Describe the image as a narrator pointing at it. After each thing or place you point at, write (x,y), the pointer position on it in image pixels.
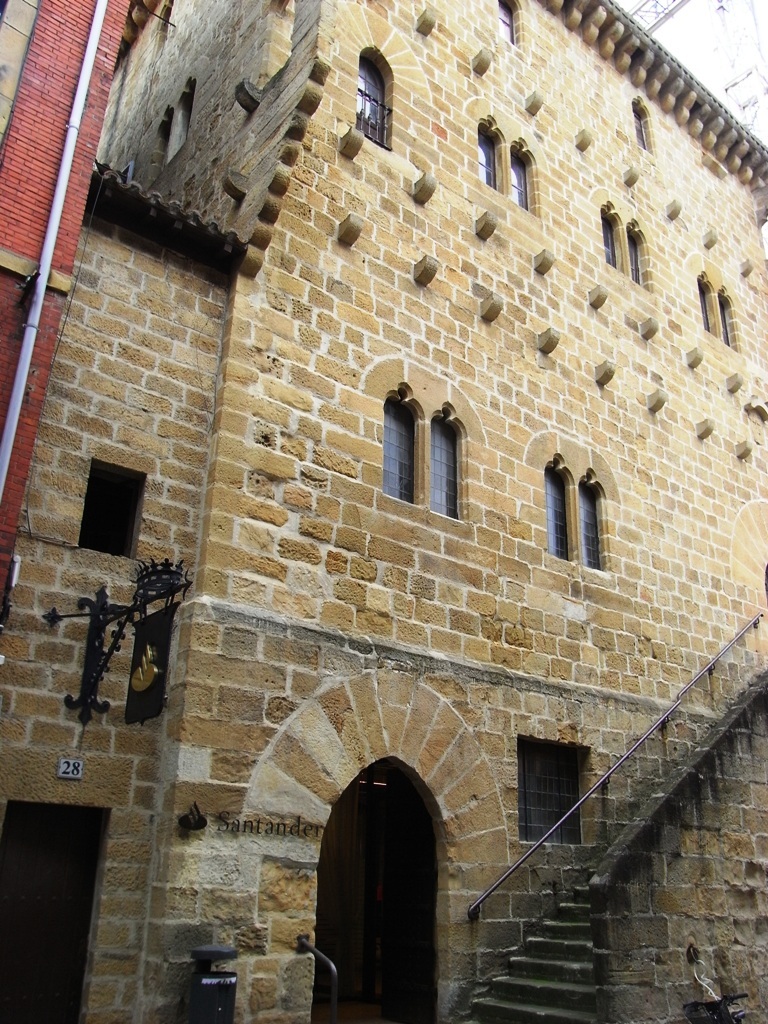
In this image there is a building (319,159) and there are steps (538,941). On the left side (47,98) there is a wall (43,170) which is red in colour and there are numbers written on the wall (75,787) of the building (60,779) and there is a board (145,647) which is hanging which is black in colour.
